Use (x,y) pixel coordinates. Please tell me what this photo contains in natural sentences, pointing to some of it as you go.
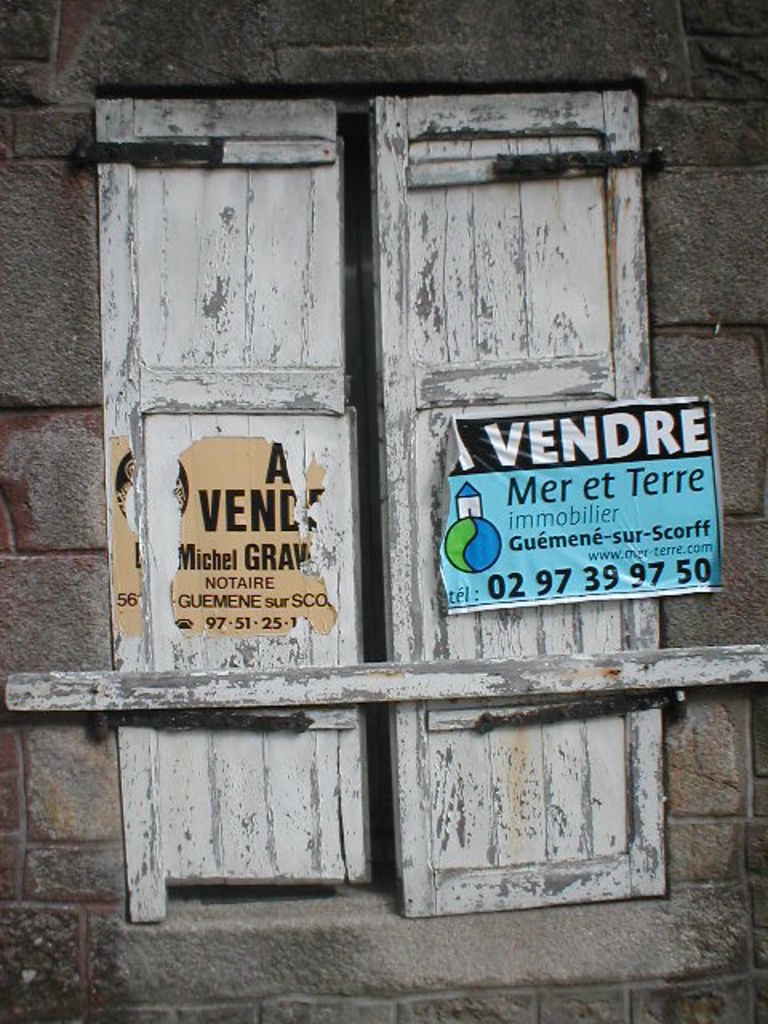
In this image we can see a wall (588,924) with window (499,373) and poster (505,521).
